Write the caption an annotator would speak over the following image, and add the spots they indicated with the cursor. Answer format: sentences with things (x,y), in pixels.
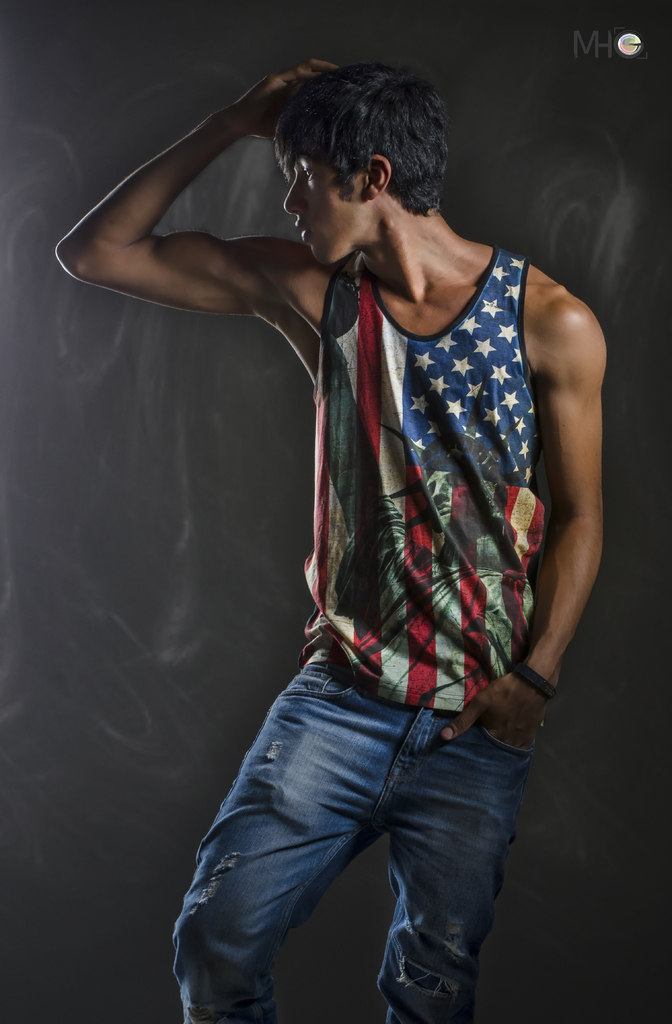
In this picture we can see a boy (160,176) wearing american pattern sleeveless top (354,428) and jean (385,733) standing and giving a pose into the camera.
